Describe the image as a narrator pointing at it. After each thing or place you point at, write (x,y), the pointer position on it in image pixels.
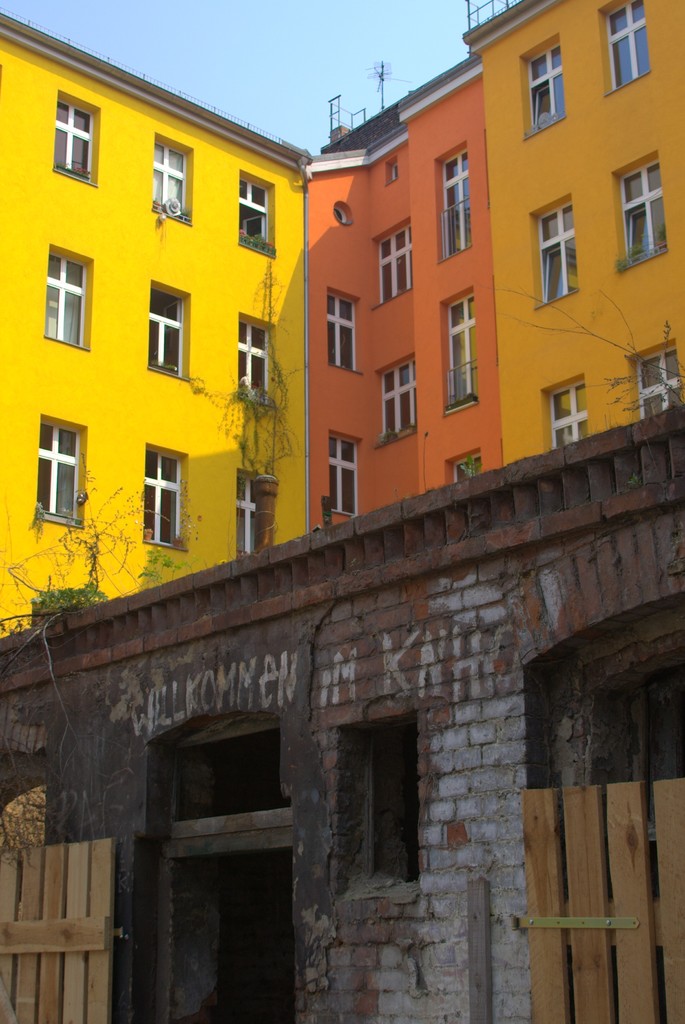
This image consists of buildings (359,562). One is in yellow color. There is sky (220,56) at the top (247,115).
